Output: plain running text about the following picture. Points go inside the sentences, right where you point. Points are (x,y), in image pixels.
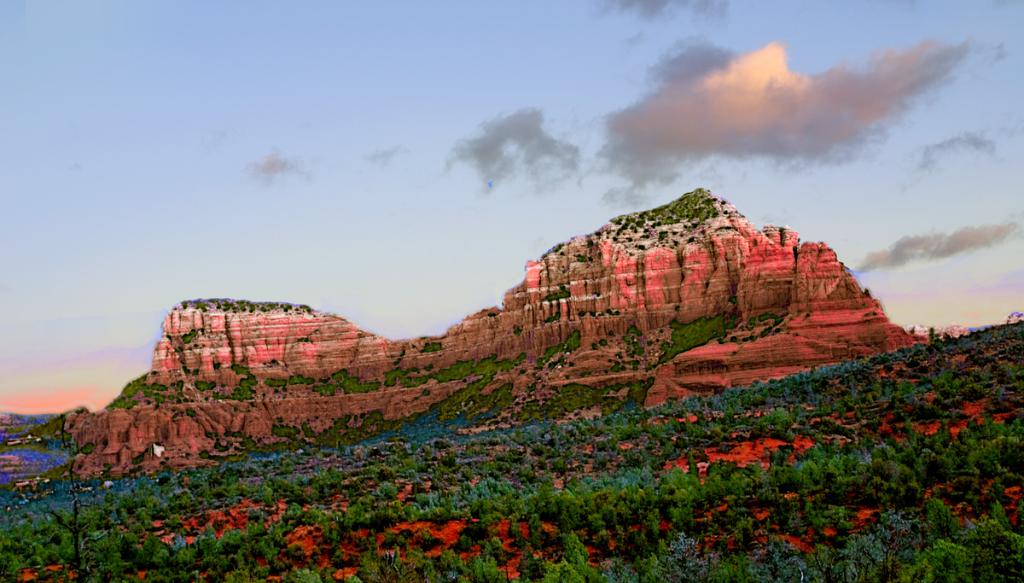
In this image we can see some trees (413,516) and we can see the mountains (465,410) in the background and at the top (237,95) we can see the sky (333,166) with clouds (490,163).
